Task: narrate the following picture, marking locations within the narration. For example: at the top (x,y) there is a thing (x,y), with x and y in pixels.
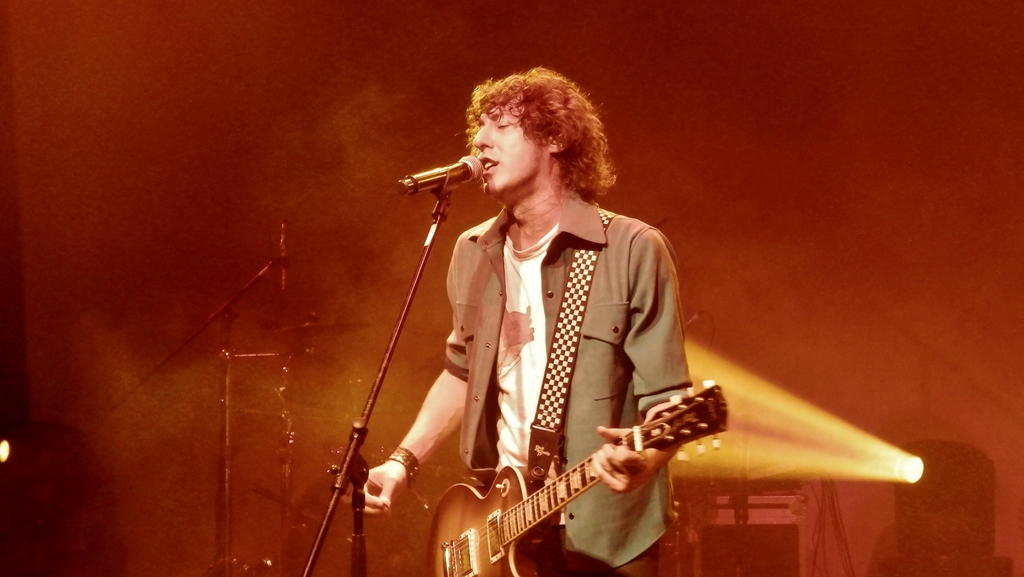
In this image i can see a person (622,363) holding a guitar (498,477). I can see a microphone (455,165) in front of him. In the background (859,445) i can see a light (859,467).
